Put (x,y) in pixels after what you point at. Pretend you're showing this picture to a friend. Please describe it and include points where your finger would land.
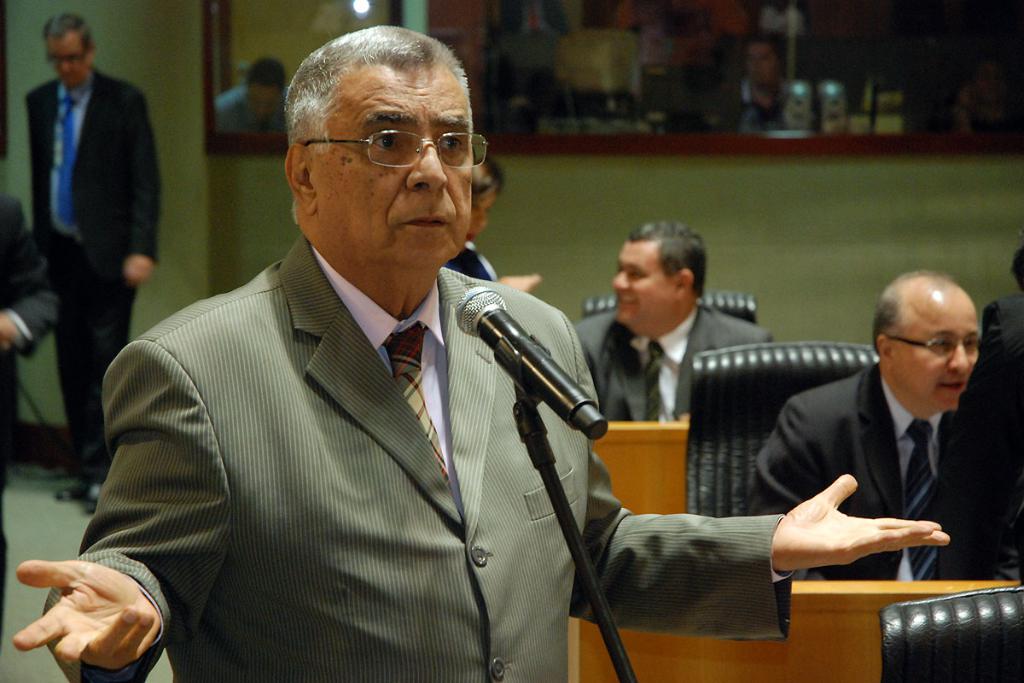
In this image there is one person (393,558) standing in middle of this image (411,406) is wearing specs (408,162) and there is two persons (90,268) standing at left side of this image (78,283), and there is one mirror (263,84) at top of this image (310,28). There are some persons (761,472) sitting at right side (817,390) to this image, There is one person (759,111) at top right side of this image (748,105), and there are some objects (819,116) kept at top right corner of this image (799,101), and there are black color chairs (755,398) at right side of this image (745,476).
